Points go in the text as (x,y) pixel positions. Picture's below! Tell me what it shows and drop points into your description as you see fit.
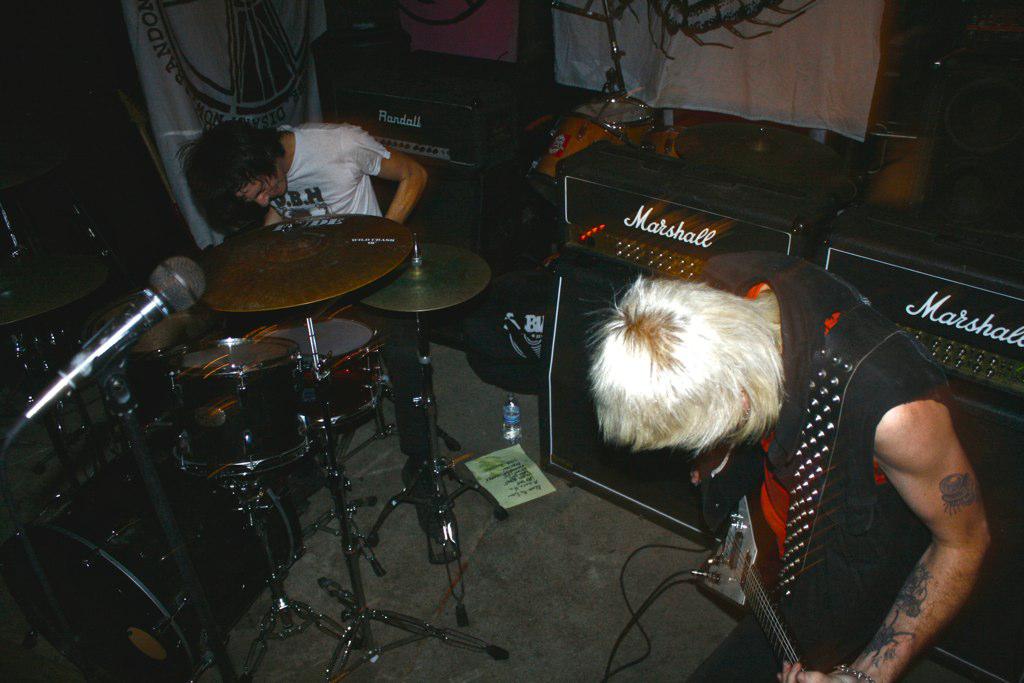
As we can see in the image there is a banner (728,43), two people (194,183) over here. The man (852,479) who is standing in the right (845,420) is holding guitar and the man (288,159) on the left side (307,178) is playing musical drums (294,244). There is a mic (165,282) over here.
